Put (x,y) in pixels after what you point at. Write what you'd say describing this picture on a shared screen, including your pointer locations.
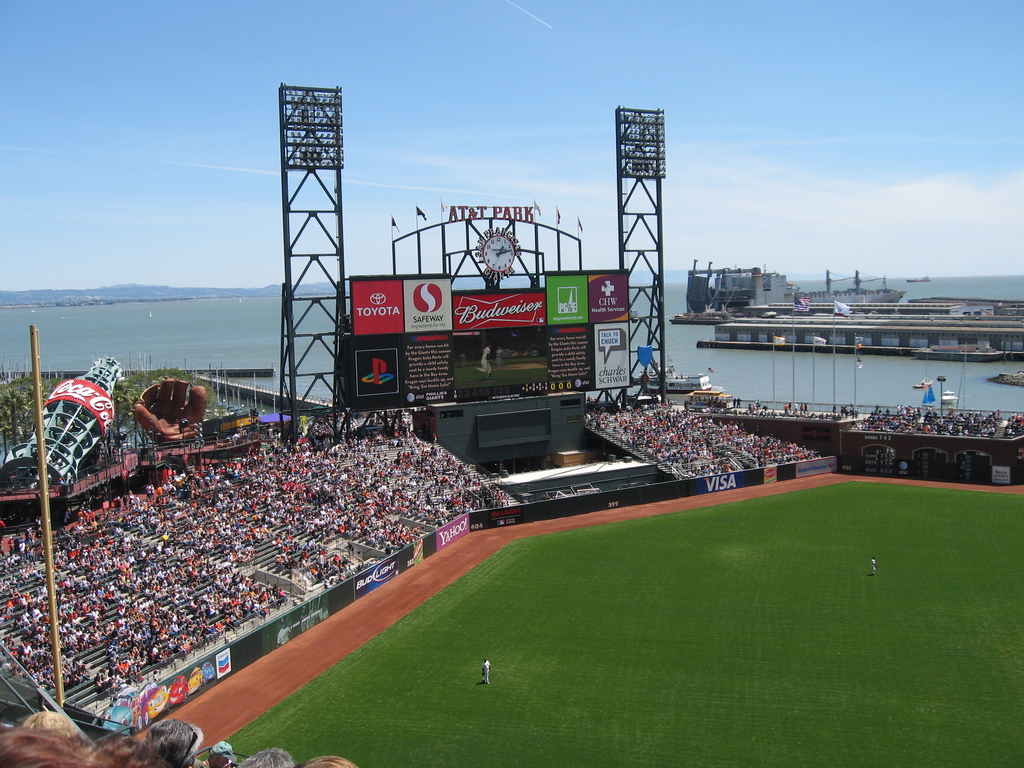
This picture is clicked in the stadium (433,505). In this picture, we see two men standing on the ground (546,660). There are many people (244,549) sitting on the chairs (224,557) in the stadium (191,656). In front of them (294,538), we see a black color board (519,520) with some text (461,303) written on it. Behind that, we see a board (495,345) in black color with some text (426,316) written. Behind that, we see trees (143,379) and boats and ships (697,386) in the water (674,332). At the top of the picture (174,178), we see the sky (120,235).
